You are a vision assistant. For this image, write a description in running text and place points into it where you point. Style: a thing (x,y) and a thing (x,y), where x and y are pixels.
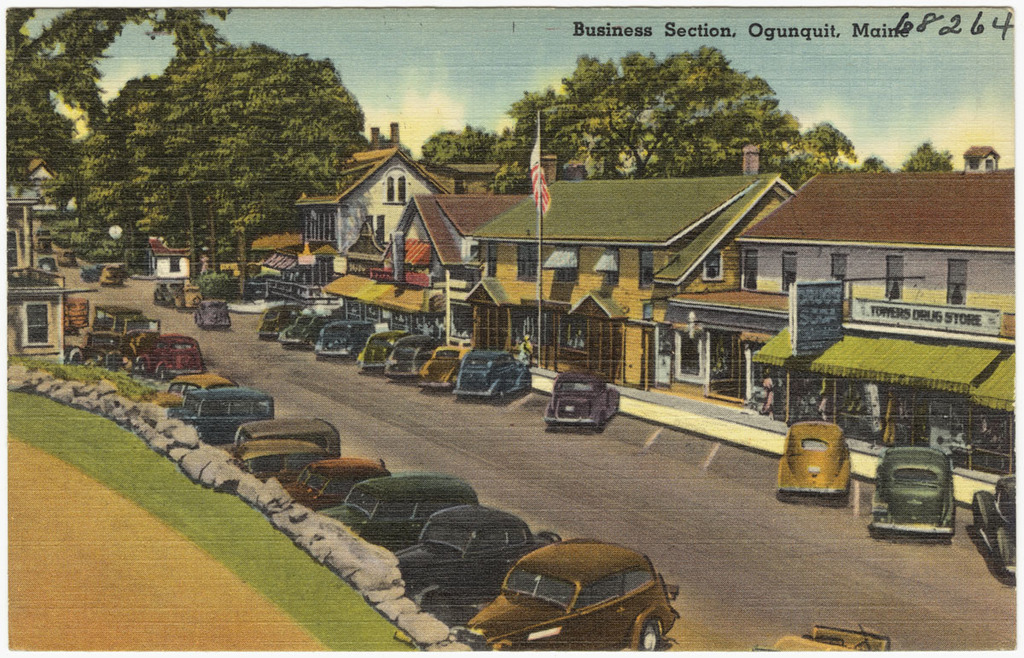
This image consists of a poster (372,278) in which there are many cars (1009,555) parked on the road (714,537). In the background (127,203), there are trees (624,92). At the top (515,95), there is sky (482,40). In the front (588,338), we can see many houses (658,265). On the left (322,605), there is green grass (12,429) on the ground (120,474) along with the rocks (203,463).
